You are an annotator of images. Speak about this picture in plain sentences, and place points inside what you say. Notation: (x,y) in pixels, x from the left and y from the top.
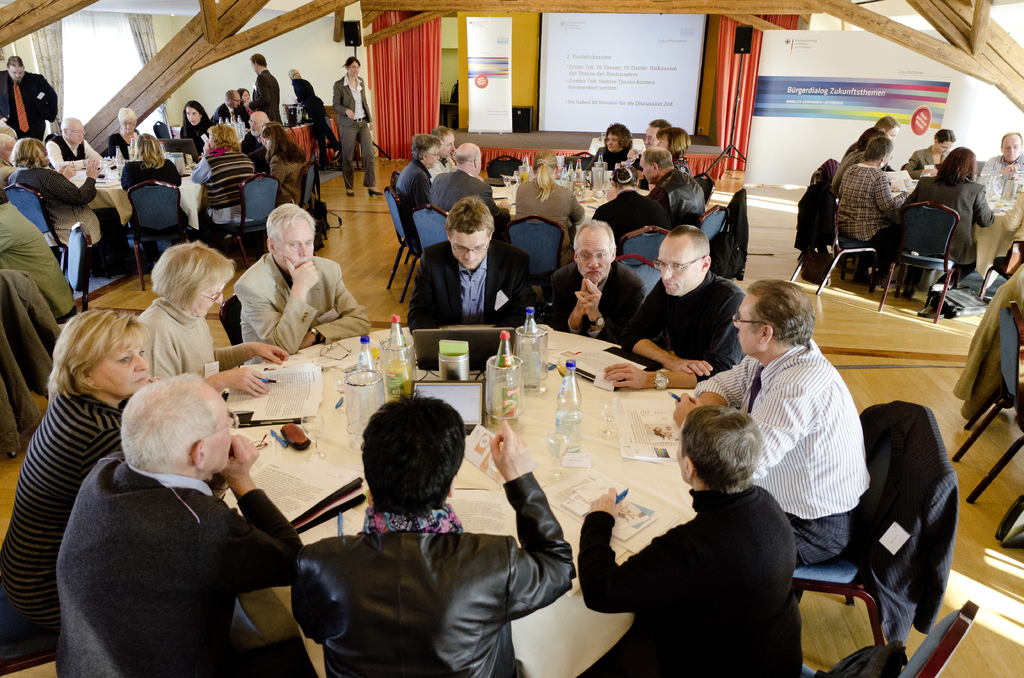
Here we can see a group of people (448,204) are sitting on the chair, and in front (535,390) here is the table (534,437) laptops (514,347) and bottles (506,344) and some objects (354,426) on it, and here is the hoarding (496,77).
